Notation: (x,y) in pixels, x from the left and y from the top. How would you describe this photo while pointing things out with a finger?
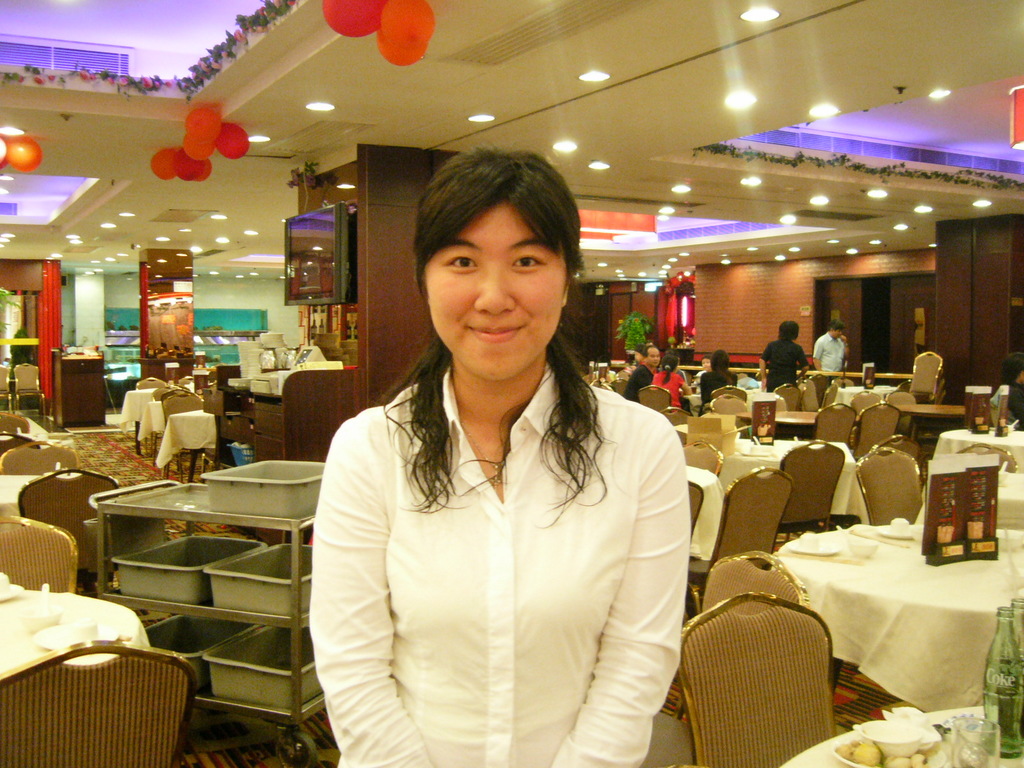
In this image there is a woman (607,476) standing in the center (525,503) and smiling. In the background (196,424) there are tables (202,435), chairs (671,405) and the persons (670,383) standing and sitting there are curtains (41,324) and at the top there are balloons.
